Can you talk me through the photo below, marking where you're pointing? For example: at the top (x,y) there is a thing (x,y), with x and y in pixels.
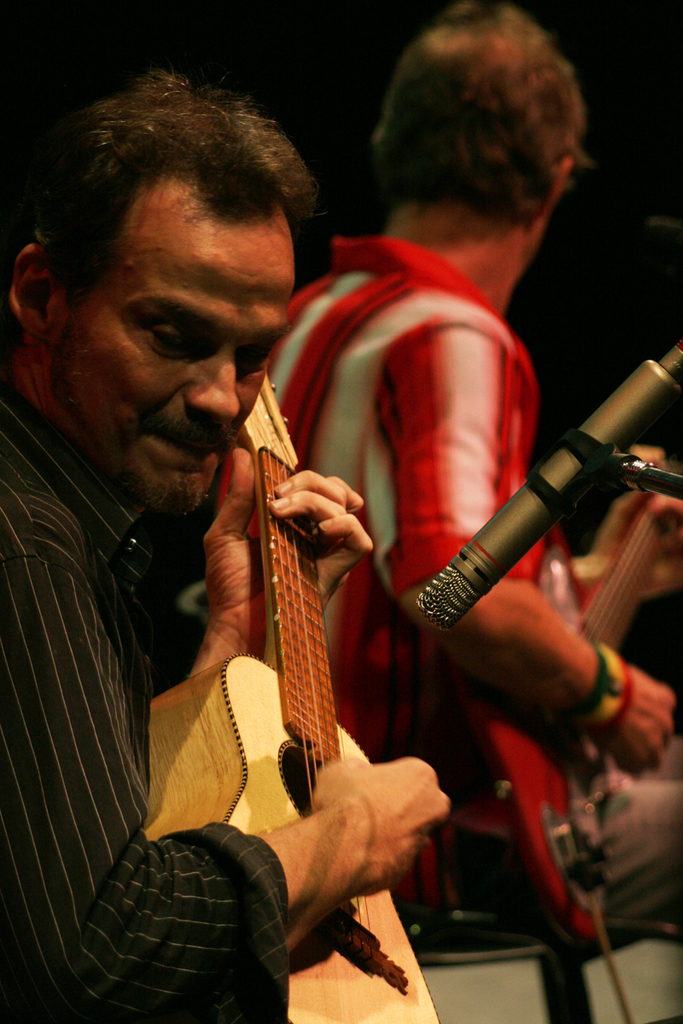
In this picture there are two persons (373,675). One is holding the guitar (296,546) with his left and playing the guitar (284,765) with his right hand (419,796), and there is a another person (380,458) sitting behind and he is also playing the guitar (534,768) there is a microphone (573,463) in front of them.
